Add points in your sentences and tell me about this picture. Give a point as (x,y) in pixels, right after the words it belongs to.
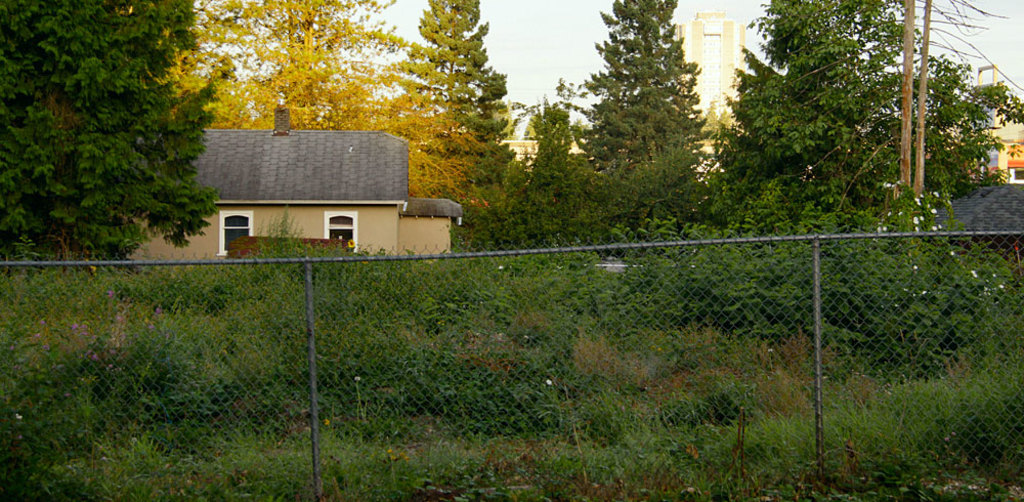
In the foreground (545,316) there are plants (541,376) and fencing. In the middle of the picture (387,177) there are trees (526,213) and houses (1002,246). In the background (709,110) there are buildings (737,55) and sky (558,46).
